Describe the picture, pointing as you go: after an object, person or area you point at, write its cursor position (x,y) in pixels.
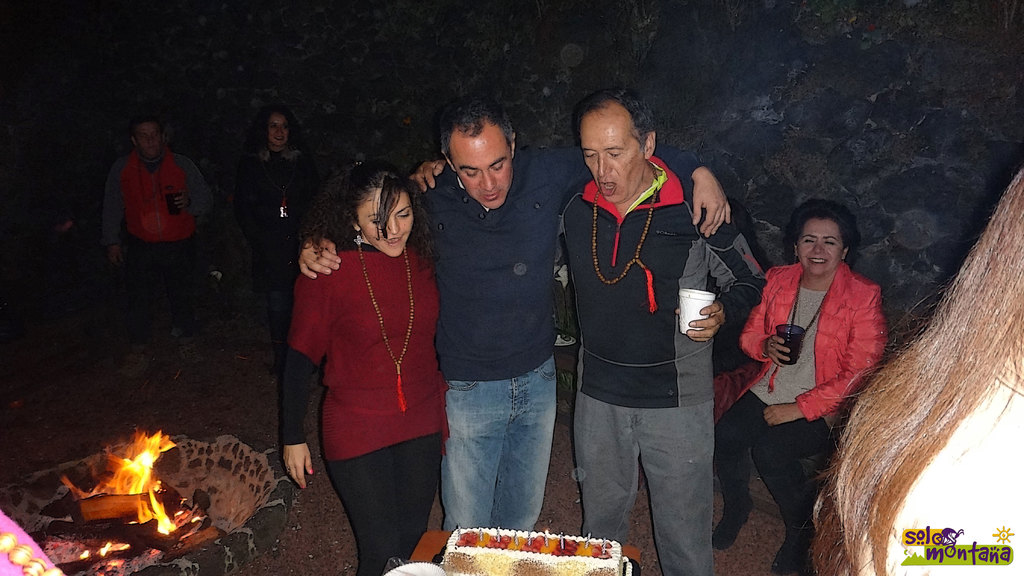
In this image we can see people (335,251), glasses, fire (122,561) and we can also see the wall (843,2).
